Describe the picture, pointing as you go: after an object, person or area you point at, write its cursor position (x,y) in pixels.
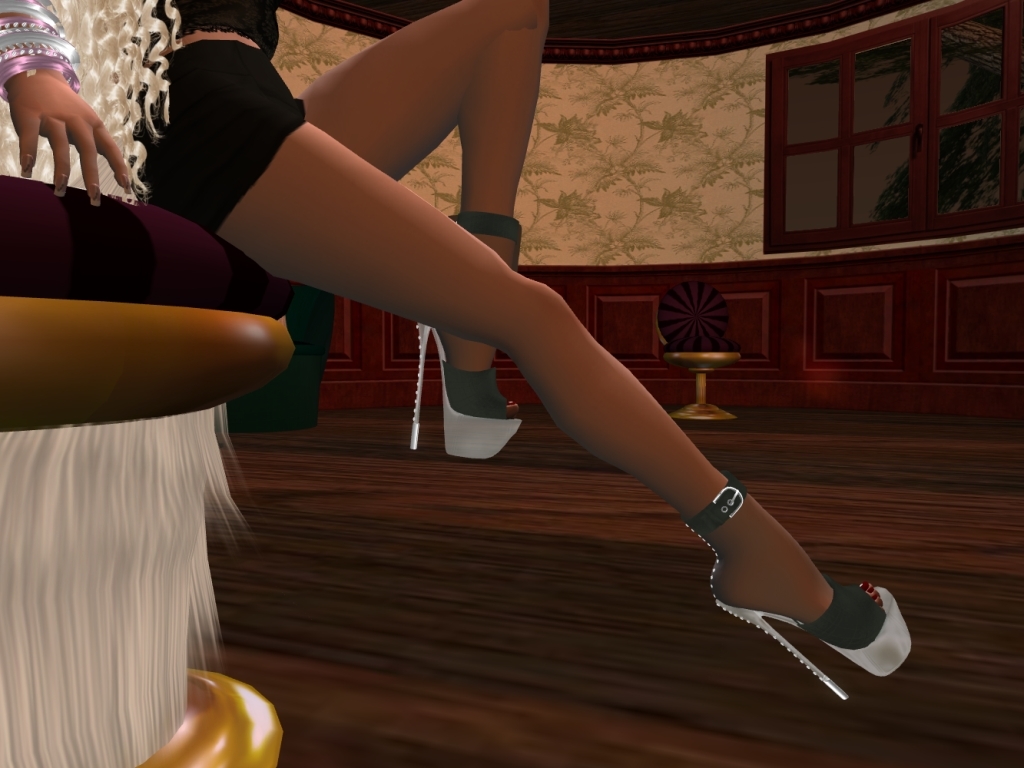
This image is an animation and graphic image in which the legs (552,333) of the woman (385,232) is visible in the center (425,260). In the background (557,261) there are windows (864,190) and there is a wall (633,155).
